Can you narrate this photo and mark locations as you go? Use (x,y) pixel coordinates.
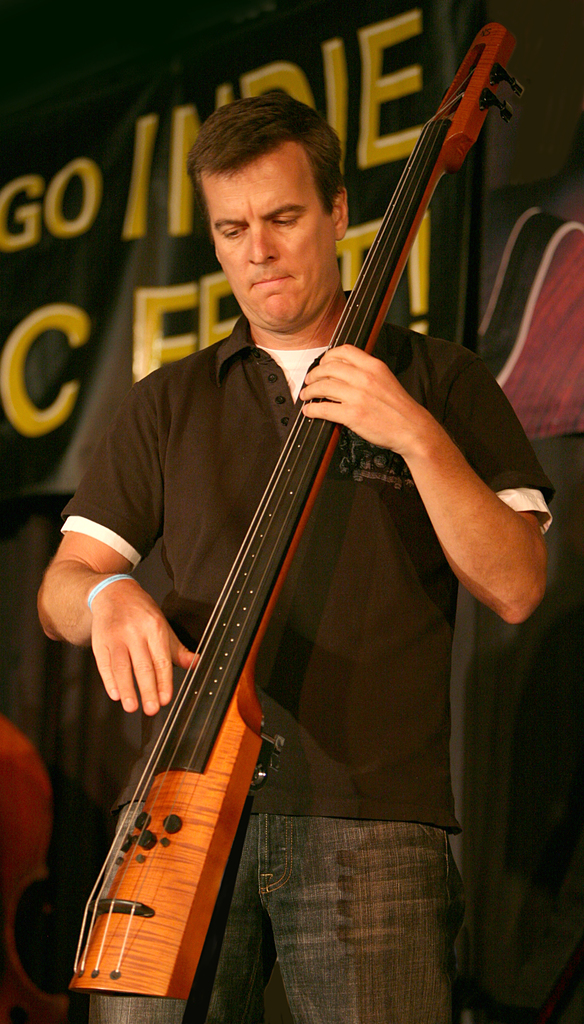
In this picture there is a man (187,402) who is wearing black dress (343,568) and jeans (340,930). He is holding a guitar (302,409). Behind him there is a black banner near to the wall (490,235). In the bottom left corner (12,851) there is another guitar (32,826) which is placed near to the black cloth (91,726).
